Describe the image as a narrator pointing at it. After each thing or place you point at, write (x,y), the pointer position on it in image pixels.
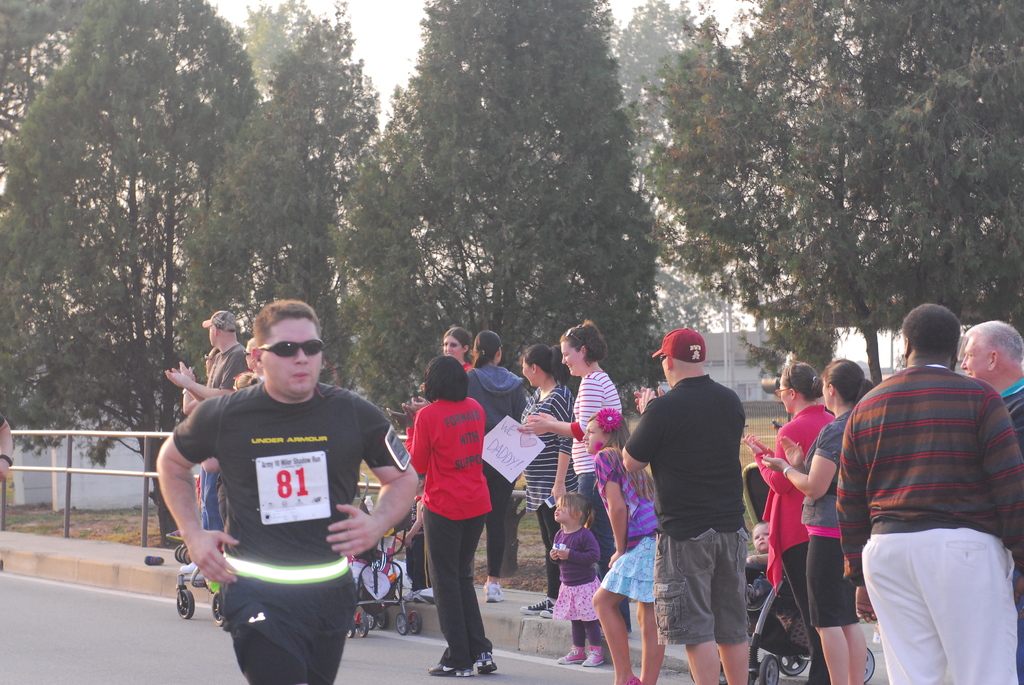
In this image we can see many people (626,458). Few are wearing caps (222,323). Also there are strollers (190,576). And there is a road (73,658). Near to the road (57,627) there is a railing (132,433). In the back (198,142) there are trees (588,164). Also we can see a building (742,351).
